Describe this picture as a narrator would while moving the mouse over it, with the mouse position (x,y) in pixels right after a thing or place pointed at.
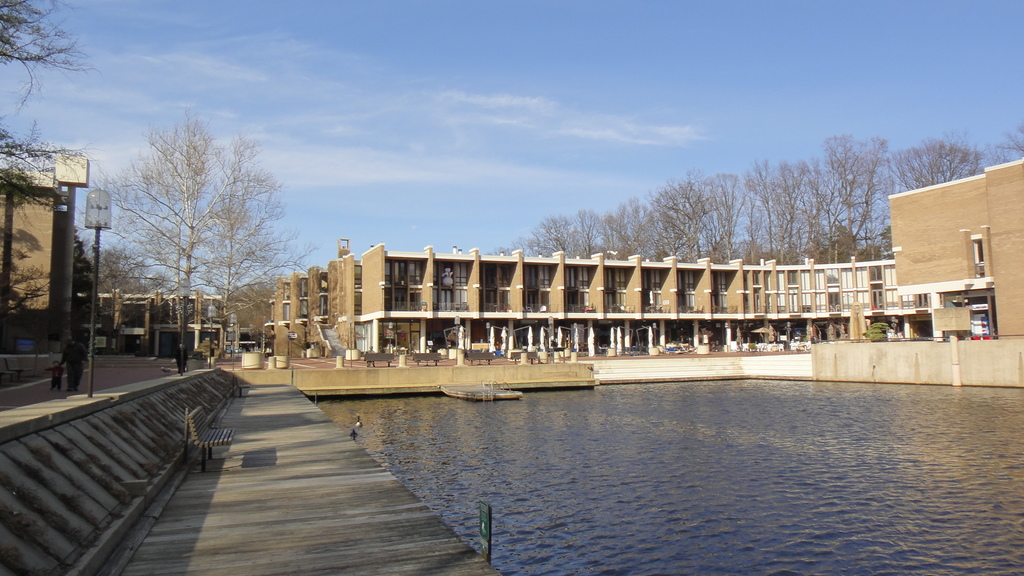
In this image we can see building (460,310), benches (379,360), stairs (675,375), water (660,459), trees (198,254), sky (701,138) and clouds (425,157).
